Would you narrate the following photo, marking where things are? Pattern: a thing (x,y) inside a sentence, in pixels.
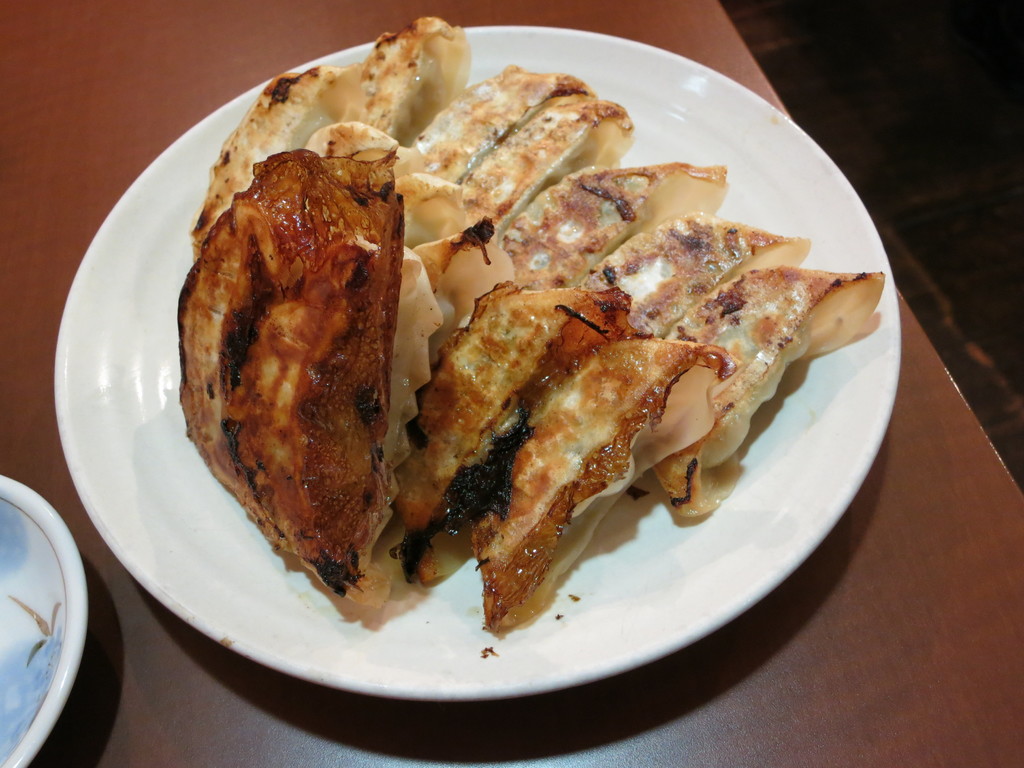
In the image we can see a wooden surface (897,634). On it there is a plate (242,538), white in color, in the plate (80,409) we can see there is a food item (395,297). This is a bowl (20,652).
